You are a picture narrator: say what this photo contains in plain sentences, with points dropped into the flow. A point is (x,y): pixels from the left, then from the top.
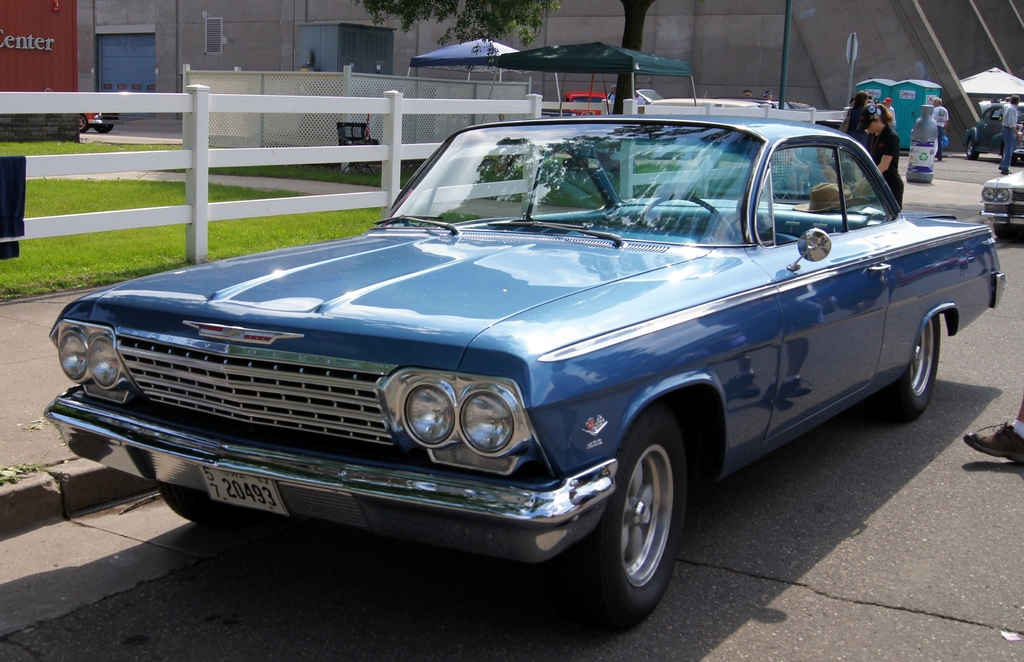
This picture is clicked outside. In the center (478,288) we can see the cars (850,188), group of persons (1006,128), tents (595,67), green grass (117,242), railings (279,208), tree (499,10), buildings (540,33) and many other objects (920,119) and we can see the tents (504,63) and the text (43,38) on a red color object (64,53).
